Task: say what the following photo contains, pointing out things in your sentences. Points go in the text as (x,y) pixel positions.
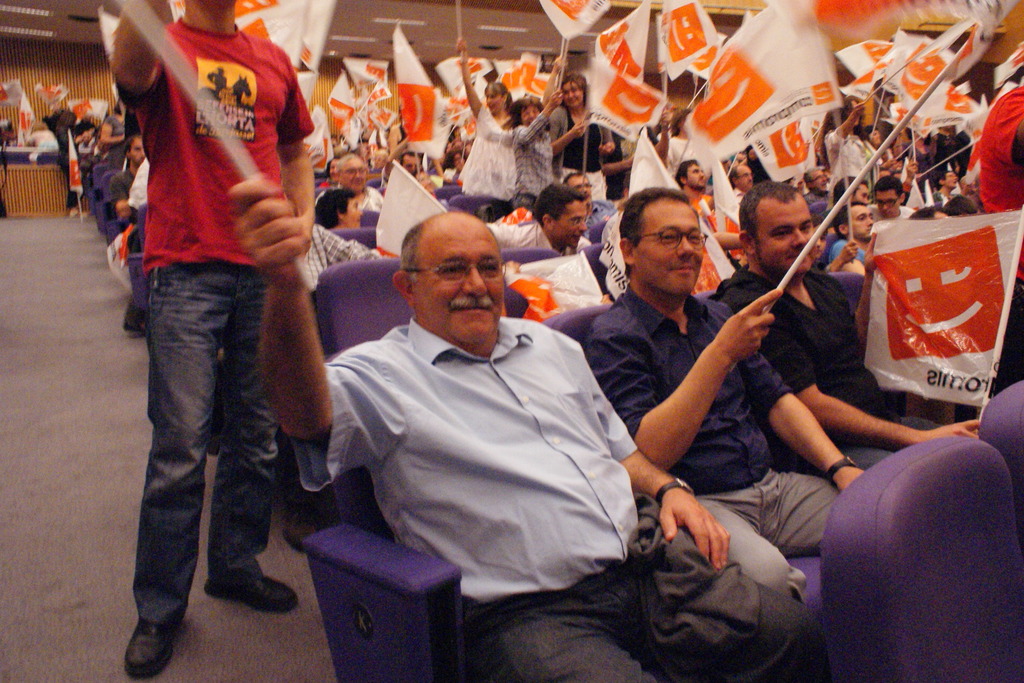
In the image we can see there are people (774,212) sitting on the chair (371,227) and holding flags (879,74) in their hand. There are other people (260,149) standing and they are holding flags (607,91) in their hand (395,134). The chairs (374,326) are in purple colour.
